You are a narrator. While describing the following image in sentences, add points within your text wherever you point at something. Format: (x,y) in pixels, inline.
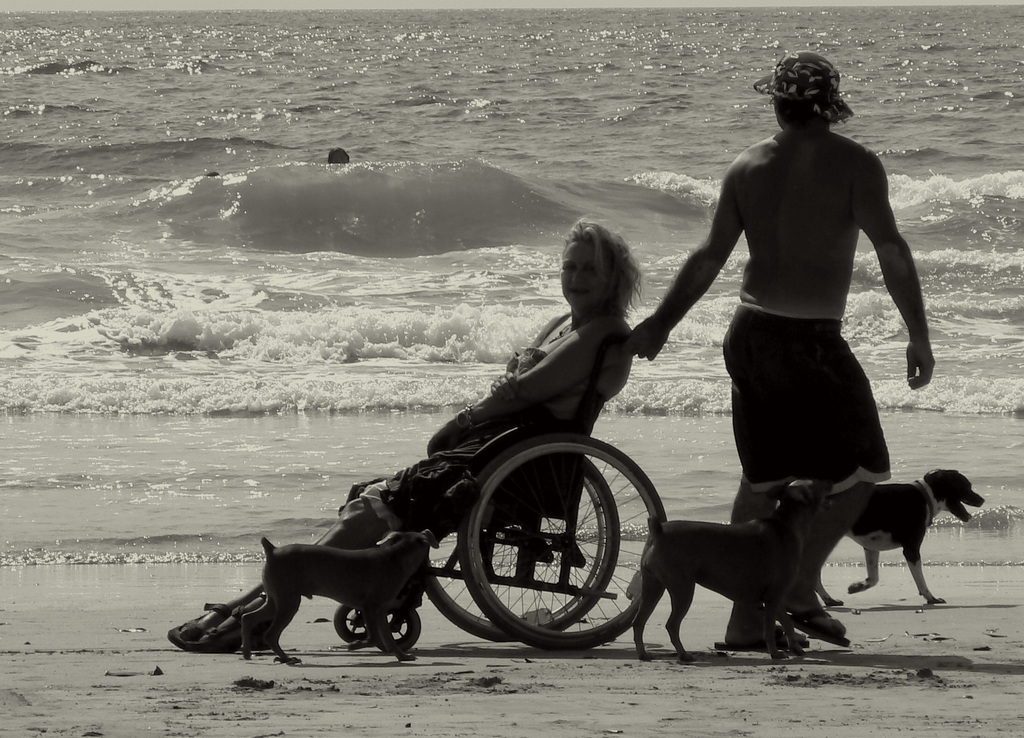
This is a black and white picture, in this image we can see a person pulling a wheelchair (584,523), we can see a woman (592,275) on the wheelchair (472,630), there are some dogs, in the background (870,137) we can see the water (270,126) which looks like a sea (5,532).
